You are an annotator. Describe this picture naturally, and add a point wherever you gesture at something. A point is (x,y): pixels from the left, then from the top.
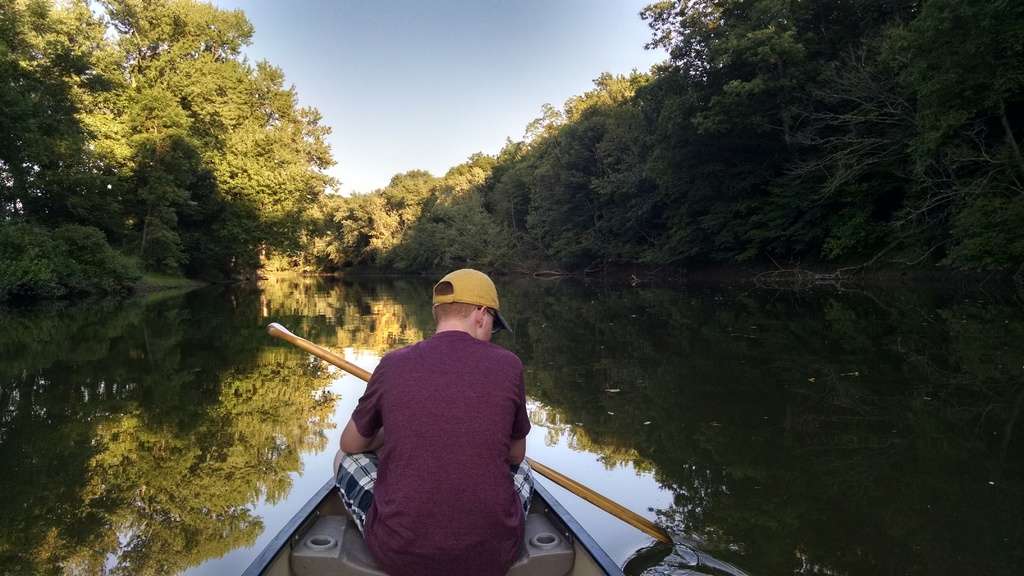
In this image in the front (429,483) there is a person (426,487) sitting on the boat (535,502) and rowing. In the center (374,325) there is water (378,314). In the background (760,174) there are trees (691,183).
